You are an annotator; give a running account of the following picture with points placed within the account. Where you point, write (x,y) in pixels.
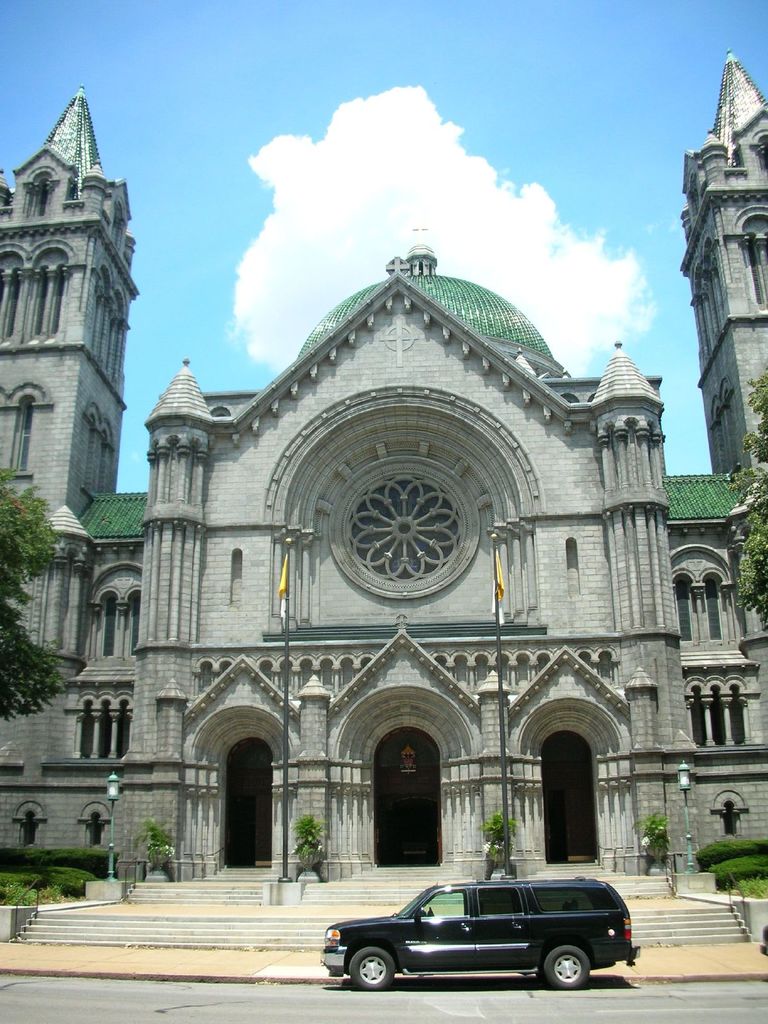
In the center of the image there is a car (350,924) on the road (61,996). In the background of the image (356,865) there is a building (679,832). There are trees (45,679) to both sides of the image. To the top of the image (357,90) there is sky (276,59) and clouds (296,201).
